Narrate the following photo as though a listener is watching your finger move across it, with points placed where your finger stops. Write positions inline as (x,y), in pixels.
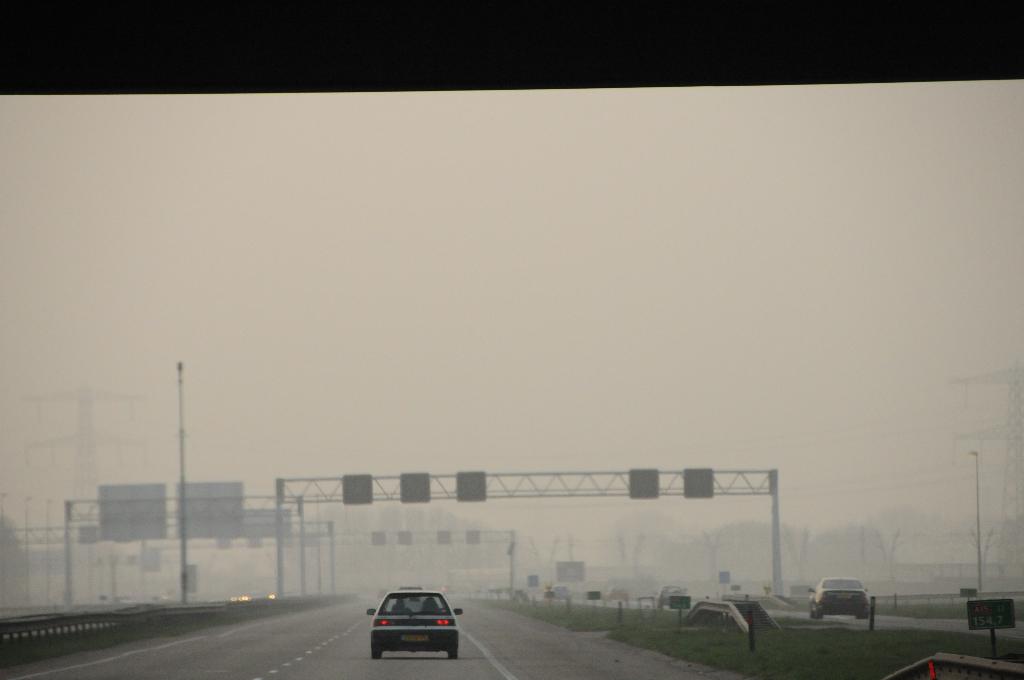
This image is taken outdoors. At the top of the image (219,210) there is a sky (708,249). At the bottom of the image (291,644) there is a road (534,654) and there is a ground (801,647) with grass (801,647) on it. In the background (857,543) there are a few trees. In the middle of the image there are a few iron bars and poles (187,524) with street lights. A few cars (854,597) are moving on the road (792,616) and there are a few sign boards (971,625). On the left side of the image (78,399) there is a tower (79,482). On the right side of the image (1008,397) there is another tower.
